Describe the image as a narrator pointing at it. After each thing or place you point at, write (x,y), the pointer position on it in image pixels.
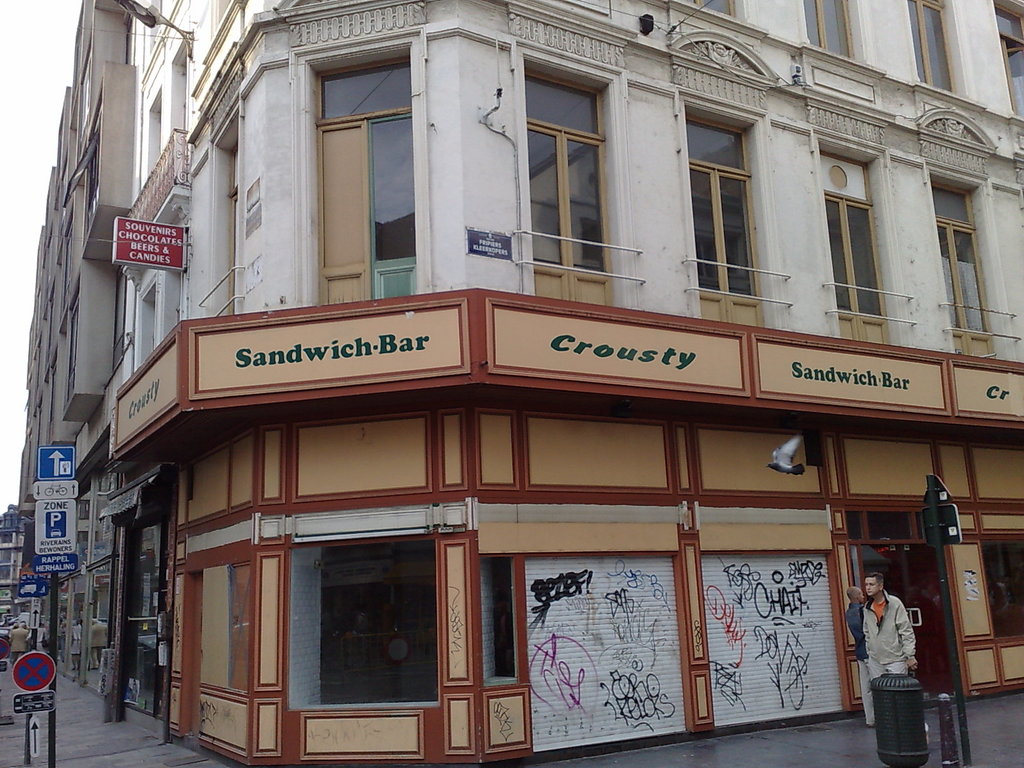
In the image there is a building (588,266) with walls (289,107), windows (370,226), glass doors (546,251), railings (536,264), name boards (302,324) and stores (998,668). On the right side of the image (931,492) there is a pole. And also there is a bin (894,681). On the left side of the image (45,505) there poles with sign boards (61,496).
